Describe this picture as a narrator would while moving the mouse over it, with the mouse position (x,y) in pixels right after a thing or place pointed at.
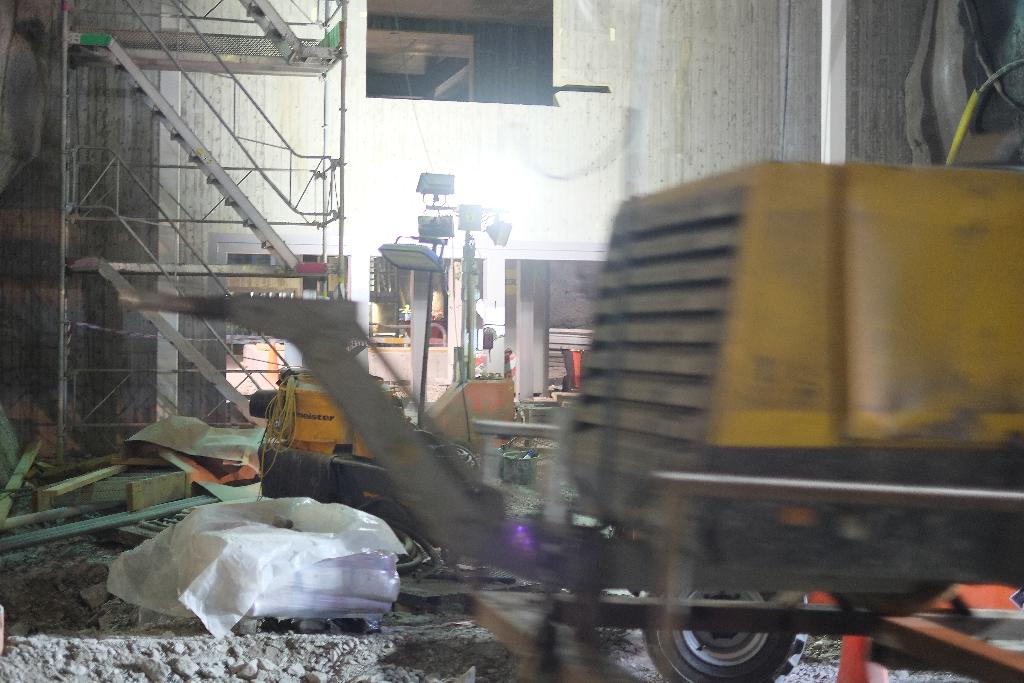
In this picture we can see the view of the warehouse (590,81). In the front (697,534) there is a yellow machine (770,528). Behind we can see the focus light stand (462,261) and a metal staircase steps (123,45). In the background (489,80) there is a white wall (424,100) and the opening (370,86).
